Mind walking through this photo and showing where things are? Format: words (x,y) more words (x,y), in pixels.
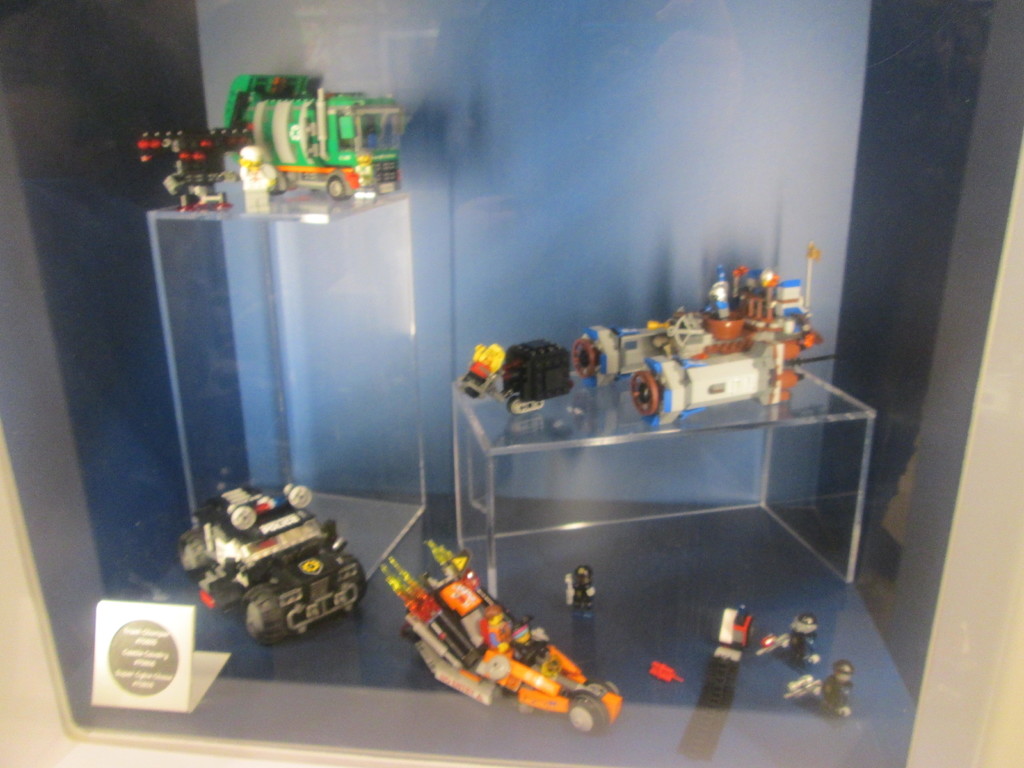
In this image I can see few toys (655,412) on the glass surface (680,426). The toys (646,396) are in multi color, background (594,40) the wall (598,103) is in blue color.
